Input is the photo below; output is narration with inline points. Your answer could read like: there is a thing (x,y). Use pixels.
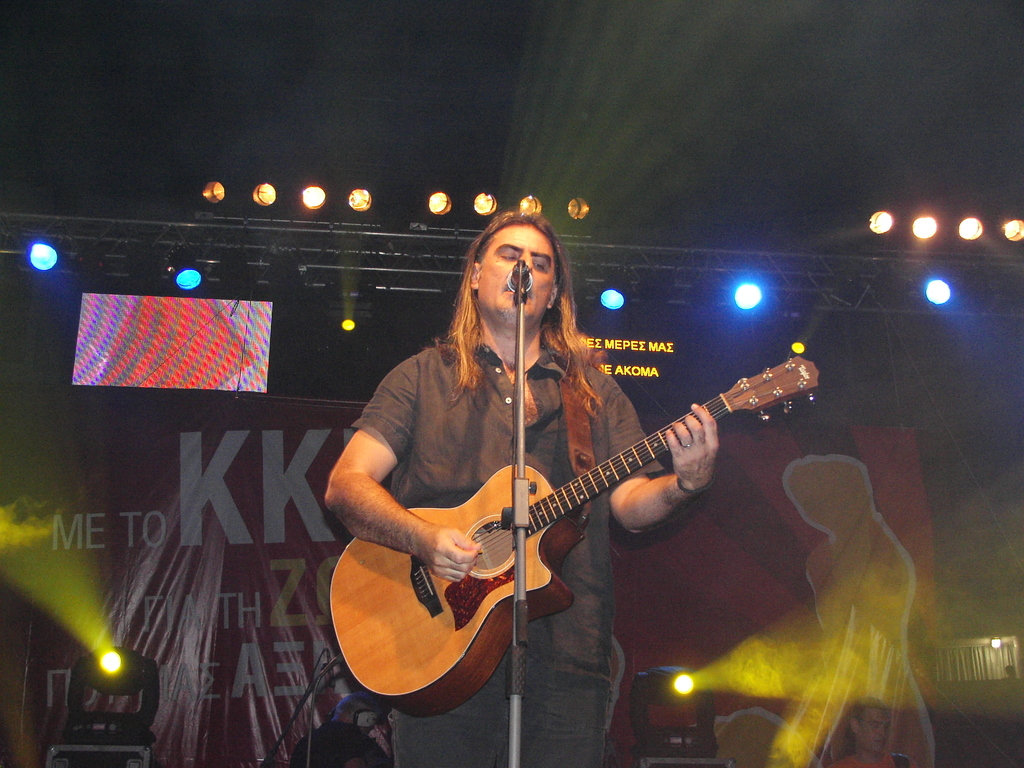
In this picture there's a man (425,466) standing, holding a guitar (462,511) and playing the guitar (406,586) with his right hand (441,540) he's singing.
